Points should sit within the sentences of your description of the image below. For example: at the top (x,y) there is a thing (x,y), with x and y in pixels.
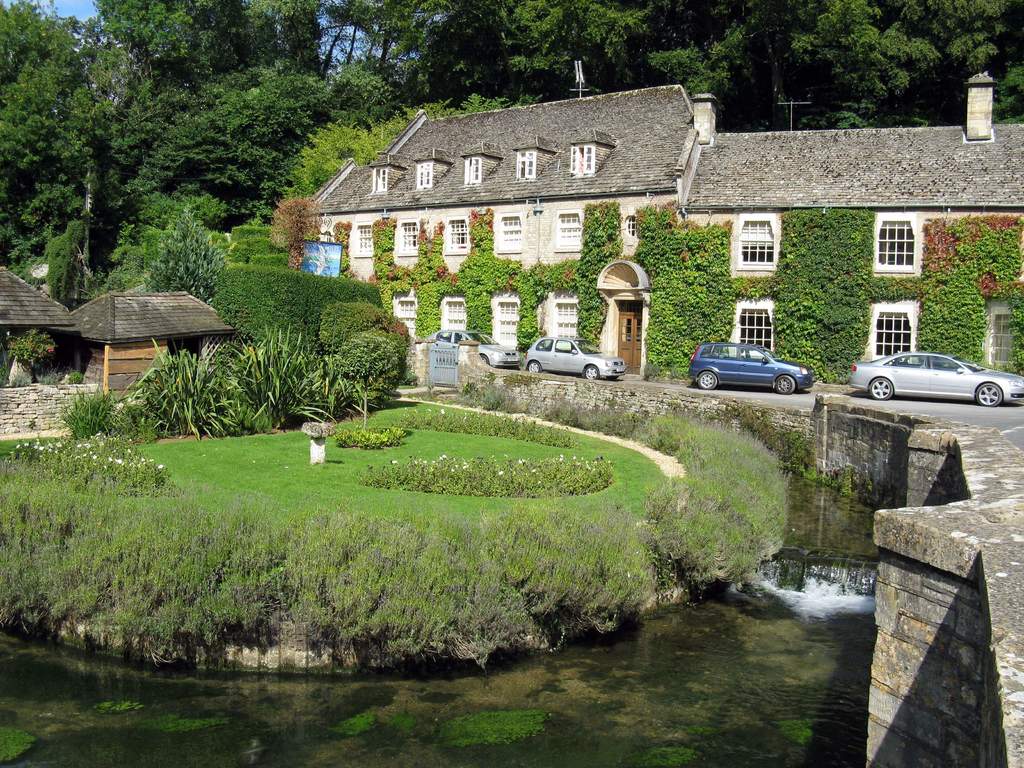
In the image there is a water surface (628,658) in the foreground (801,595), behind that there is a garden (375,397) with some plants (178,406) and behind the garden (188,461) there is a huge building (442,204), in front of the building (512,334) there are cars (735,347) and around the building (402,291) there are a lot of trees (285,81).
